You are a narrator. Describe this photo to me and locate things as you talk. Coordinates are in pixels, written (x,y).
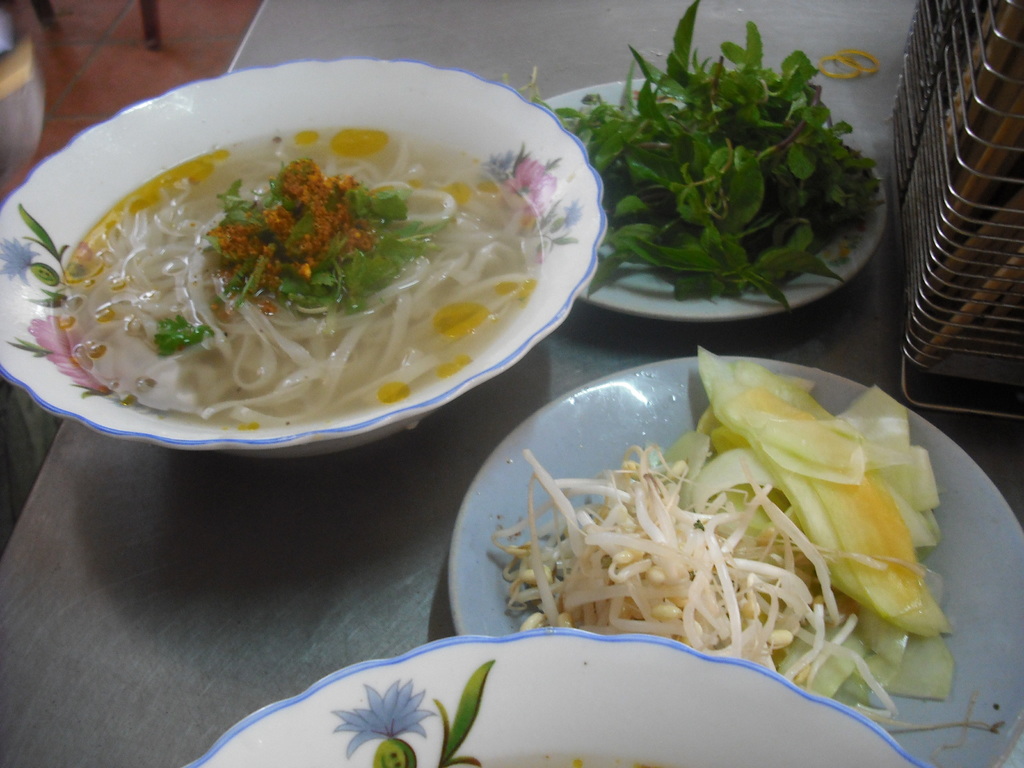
In this picture I can see couple of bowls (413,406) with some food (231,417) and I can see couple of plates (838,396) with some veggies (766,444) and leaves (698,181) and I can see stand (948,234) on the table (340,470).
